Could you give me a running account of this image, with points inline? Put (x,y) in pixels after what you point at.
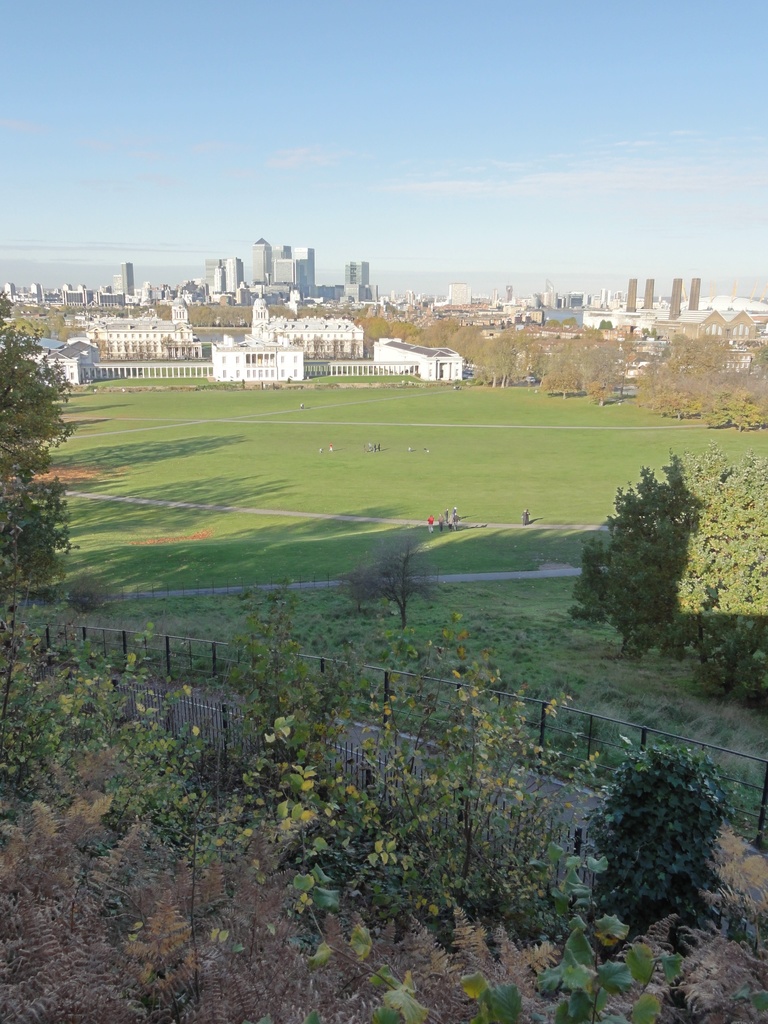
In the foreground (321,674) I can see plants (392,855), fence (176,715), trees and grass (447,559). In the middle (430,530) I can see a group of people (455,528) on the ground (559,465). In the background (707,334) I can see buildings (115,319), towers (311,292) and the sky (434,204). This image is taken during a day.
